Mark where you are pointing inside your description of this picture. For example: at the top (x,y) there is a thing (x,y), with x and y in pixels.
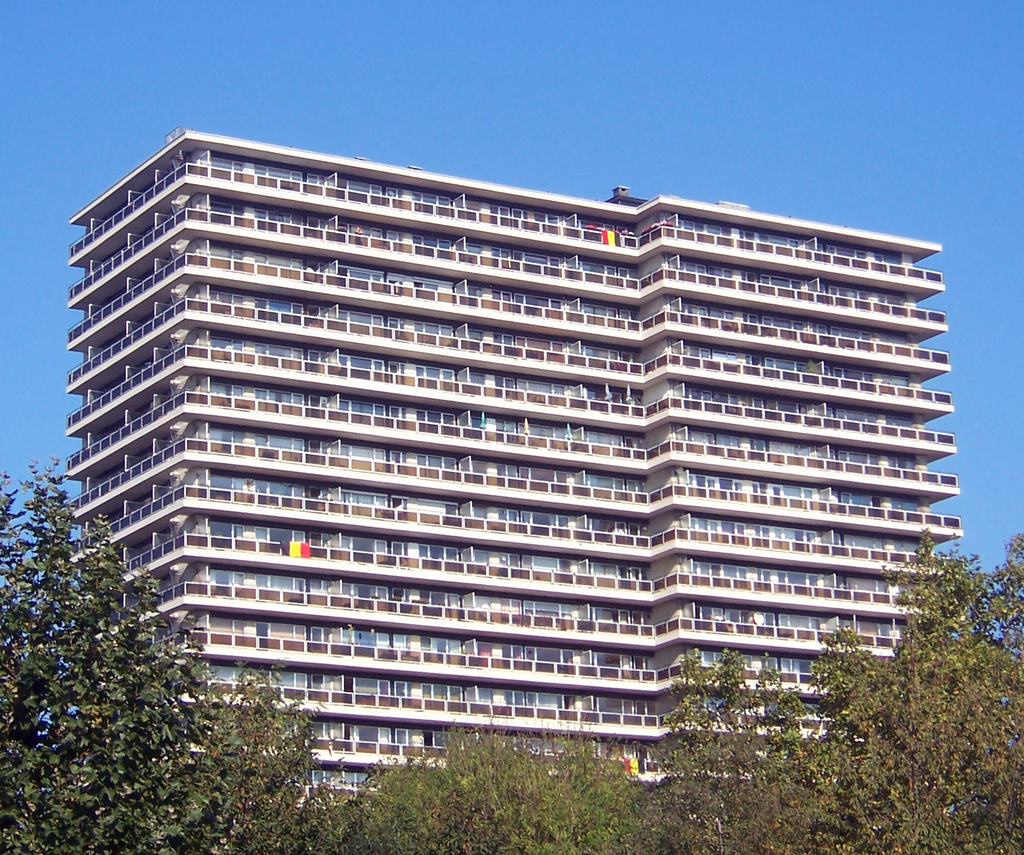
In this image, we can see a building (359,588). Here we can see walls (648,399), windows (810,494) and railings (599,452). Background (975,447) there is a sky (757,190). At the bottom of the image (650,850), we can see trees (408,816).
